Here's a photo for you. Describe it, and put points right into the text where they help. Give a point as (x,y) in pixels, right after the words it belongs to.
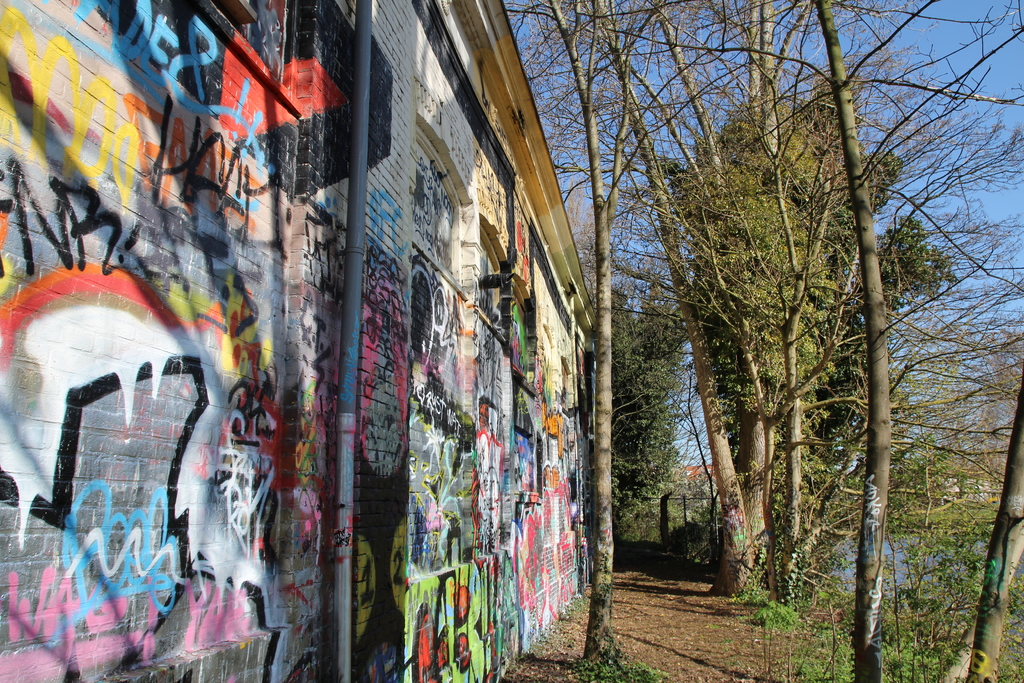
In this image I can see the wall (275,446) in multi color. In the background (853,234) I can see few trees (803,351) in green color and the sky (663,73) is in blue color.
